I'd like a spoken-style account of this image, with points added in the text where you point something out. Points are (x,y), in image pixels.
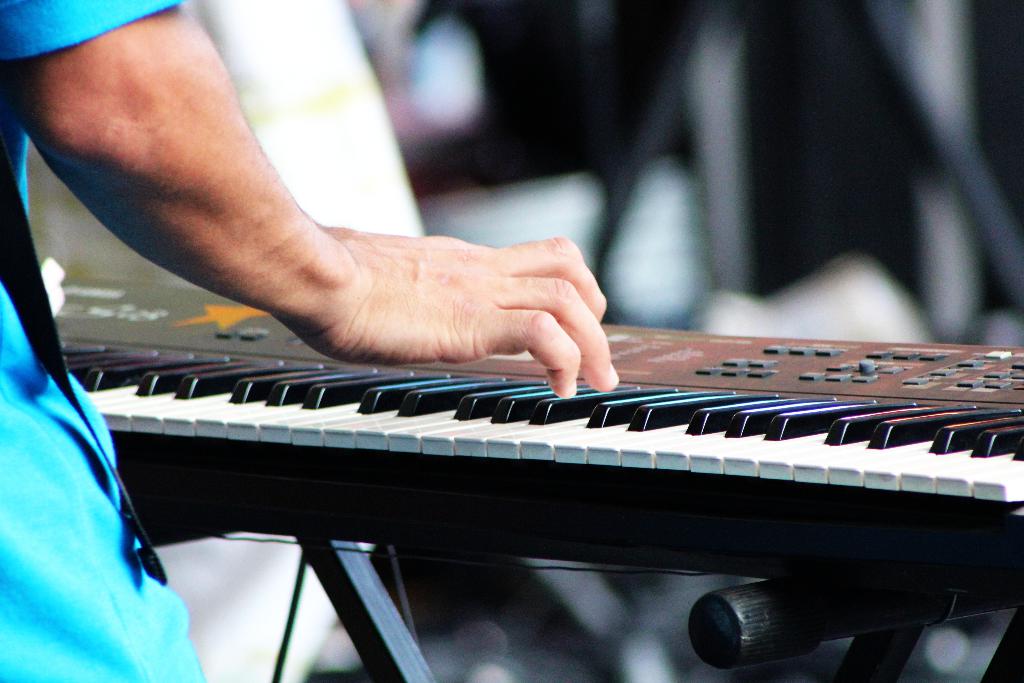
In the image a person (578,287) is playing piano (454,390).
